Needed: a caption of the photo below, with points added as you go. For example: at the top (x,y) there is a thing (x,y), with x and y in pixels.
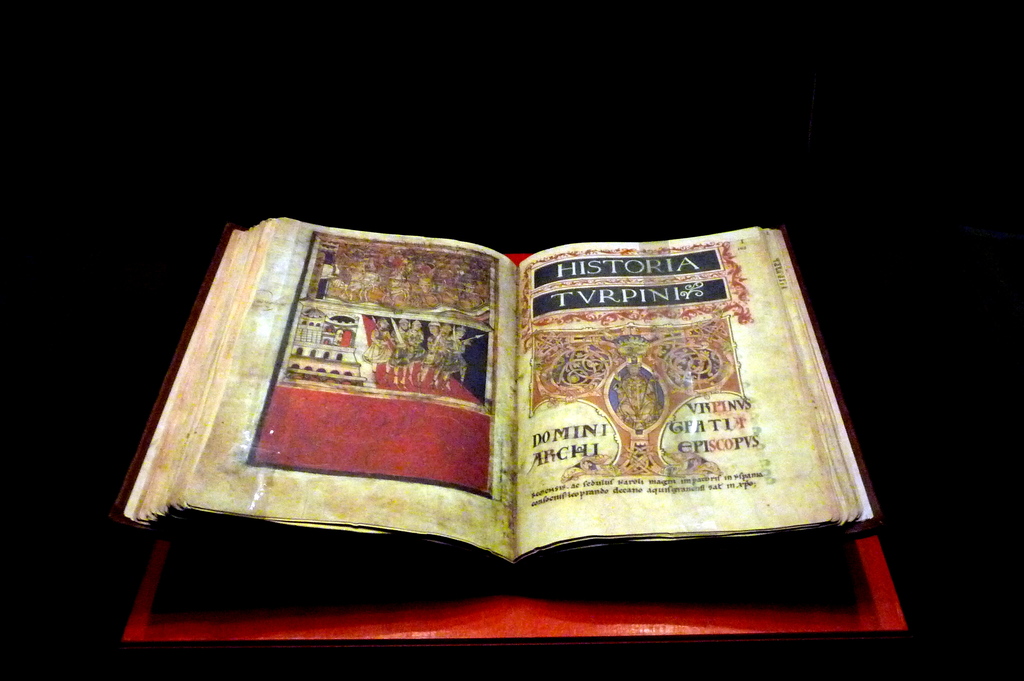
In this picture there is a photograph (303,453) of the book (525,521) which is placed on the red color table top (487,613). Behind there is a black background (352,89).
